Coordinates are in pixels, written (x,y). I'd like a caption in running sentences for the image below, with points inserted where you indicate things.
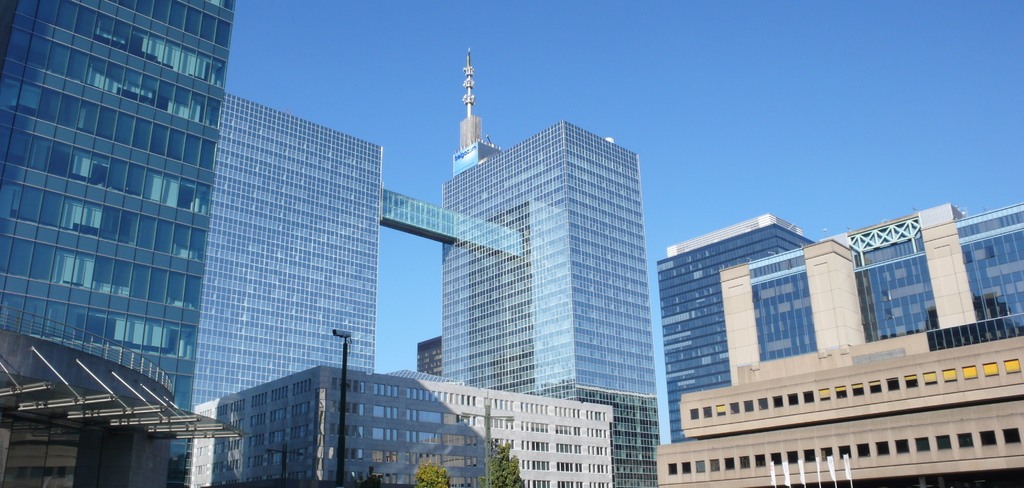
At the bottom of the image (162,389) we can see pole (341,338), camera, flags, trees (426,471) and buildings (999,400). In the background (892,288) we can see buildings (503,258), tower (467,61) and sky (606,62).
